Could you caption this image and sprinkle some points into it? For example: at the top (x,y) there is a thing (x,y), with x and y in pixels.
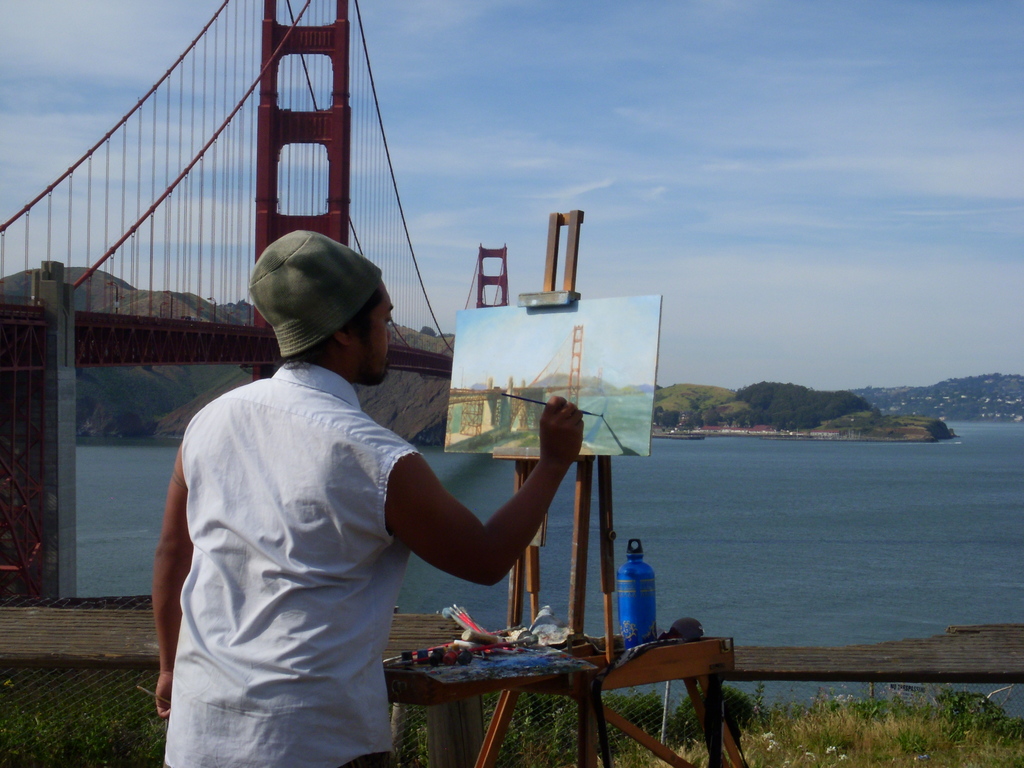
In the image we can see there is a person (350,431) standing and he is painting, there are paints (519,670) kept on the stand (578,674) and the ground (888,733) is covered with grass (844,745). There is a river (789,691) and there is a bridge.
